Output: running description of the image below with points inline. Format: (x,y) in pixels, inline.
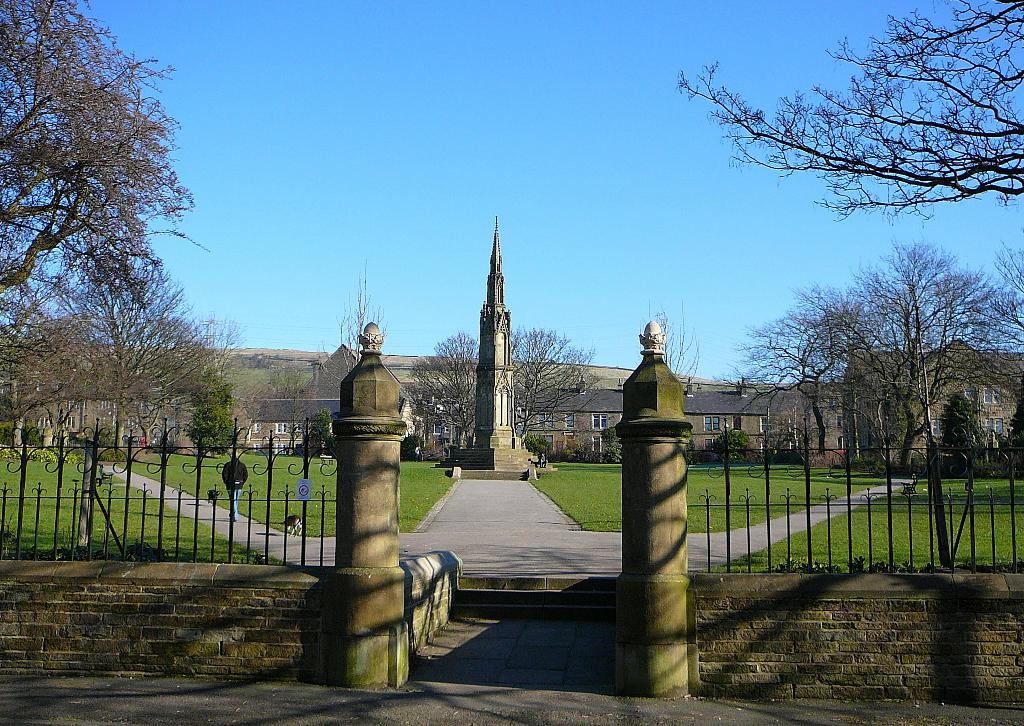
At the top of the image (264,137) we can see sky (335,123), trees (62,116), hills (234,370) and buildings (732,400). At the bottom of the image (480,486) we can see tower (486,364), pedestal (475,454), roads (144,487), ground (418,466), walls (154,578), iron grill (285,509) and poles (383,430).
